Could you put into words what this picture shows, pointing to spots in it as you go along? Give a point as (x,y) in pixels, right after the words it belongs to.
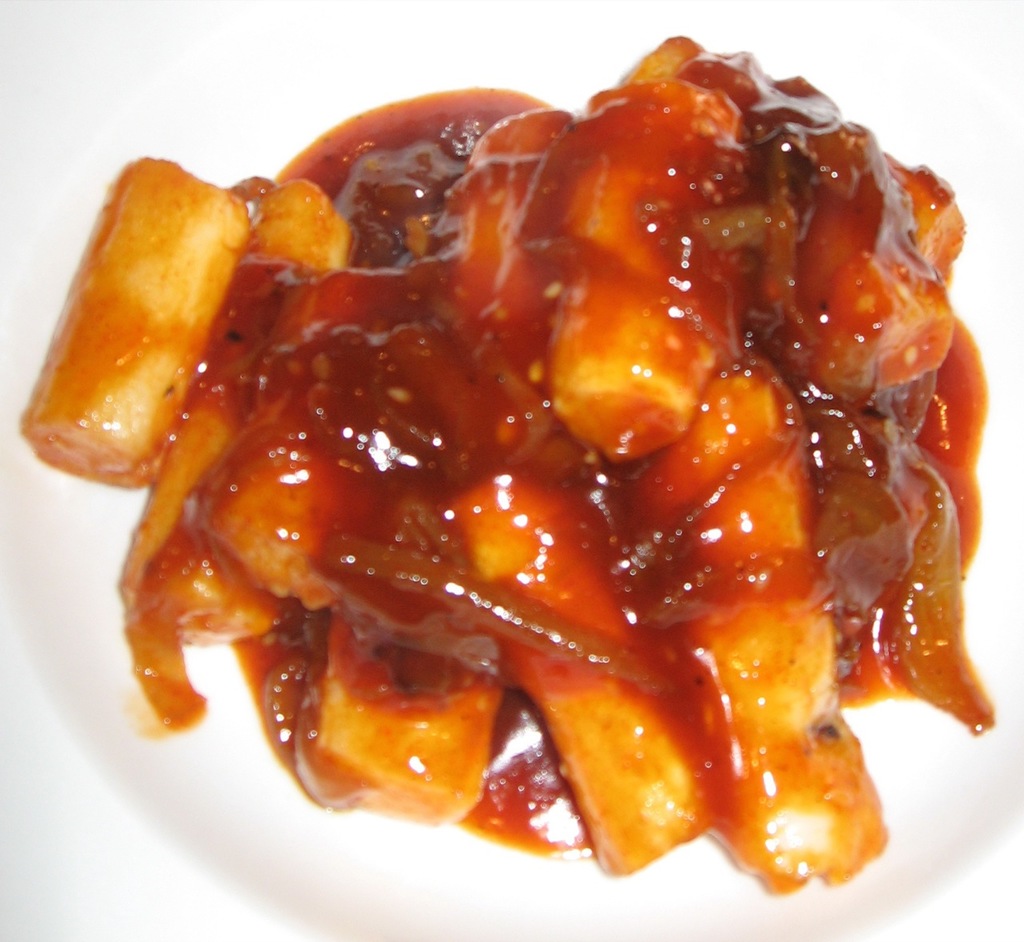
As we can see in the image there is a white color plate (165,824). In plate (76,227) there is a dish (531,574).
